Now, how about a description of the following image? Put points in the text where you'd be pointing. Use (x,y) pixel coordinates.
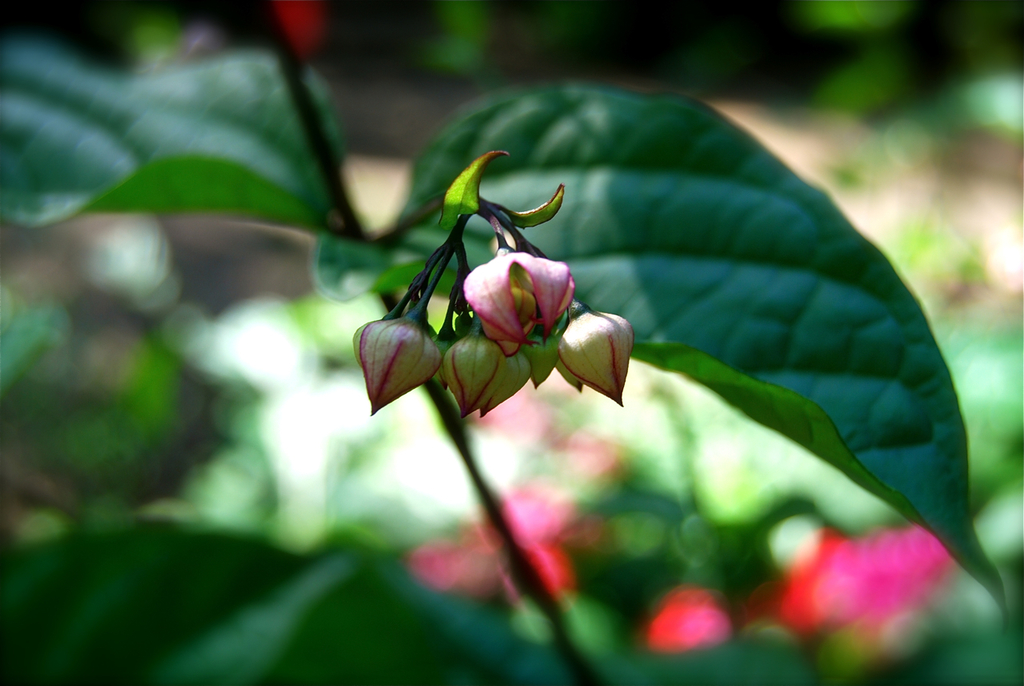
In this image we can see buds (393,326) to the plant (393,326).
